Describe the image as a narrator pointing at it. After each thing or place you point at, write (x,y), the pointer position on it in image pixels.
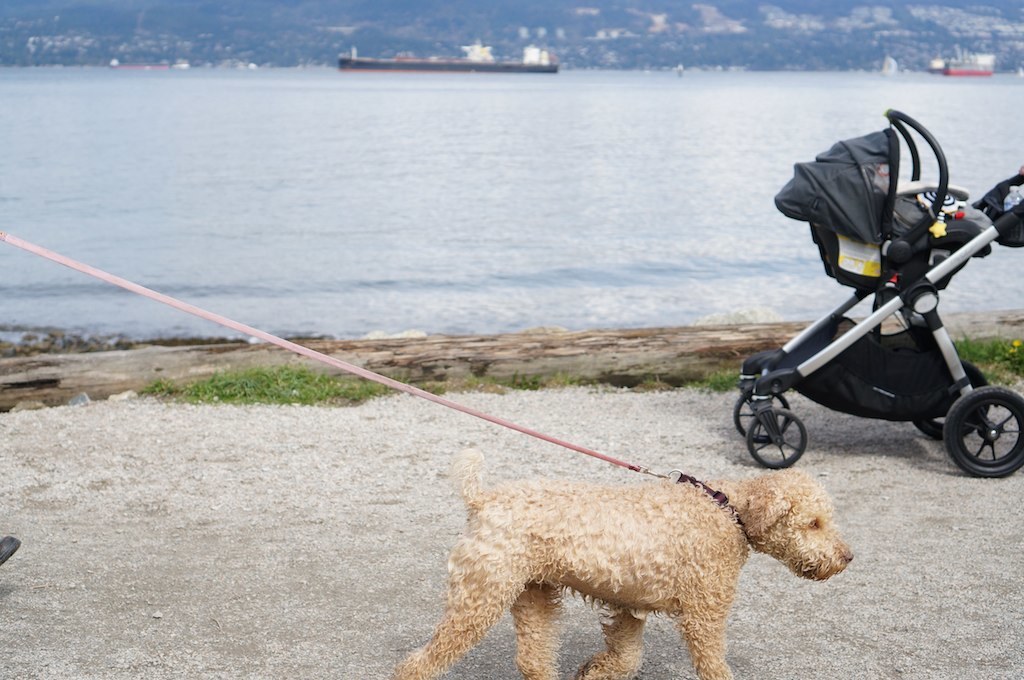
In this image I can see a dog (609,513) which is brown in color and tied with a belt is standing on the ground (592,616). I can see a child carrier (887,361) which is black and silver in color, some grass (318,385), the water (591,309) and few ships (528,69) in the water (871,84).
